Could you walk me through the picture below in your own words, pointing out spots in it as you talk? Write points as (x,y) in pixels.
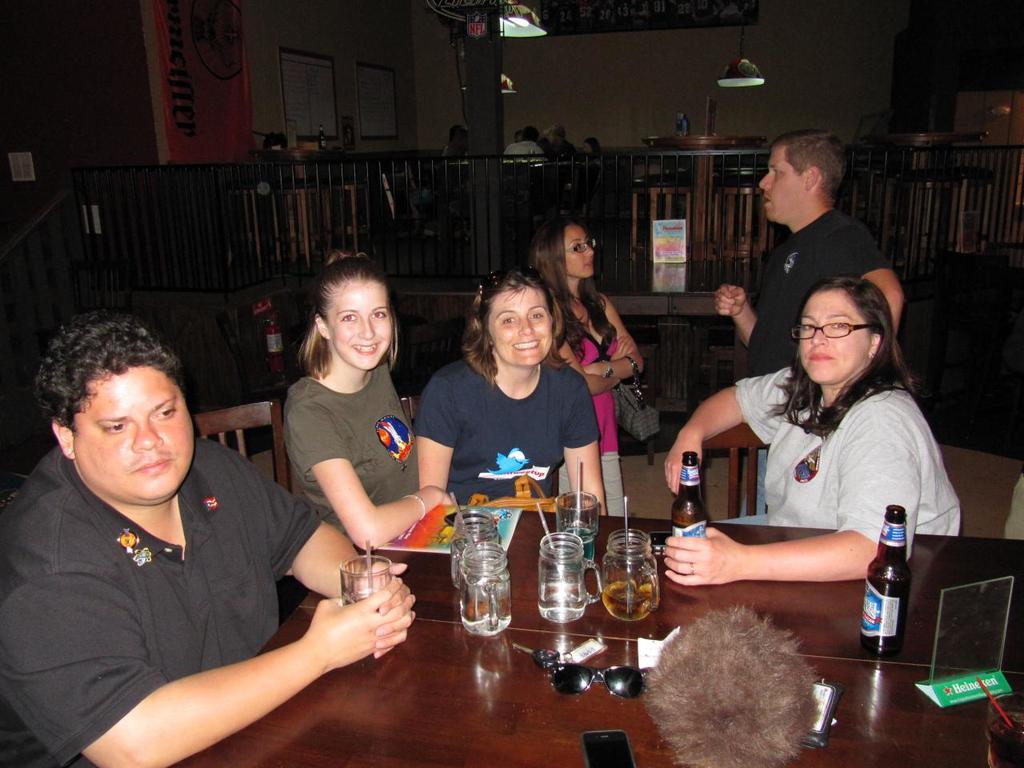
Here, we see four people (345,486) sitting on chair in front of table (445,690). On table (358,687), we see glass (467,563), jar (583,558), glass bottle (865,615), goggles (630,670) and mobile phones (628,764). Behind them, we see many chairs (644,184) and tables (705,186). I think this might be a restaurant (666,237). Behind that, we see white wall (404,31) on which posters (294,83) are placed.
